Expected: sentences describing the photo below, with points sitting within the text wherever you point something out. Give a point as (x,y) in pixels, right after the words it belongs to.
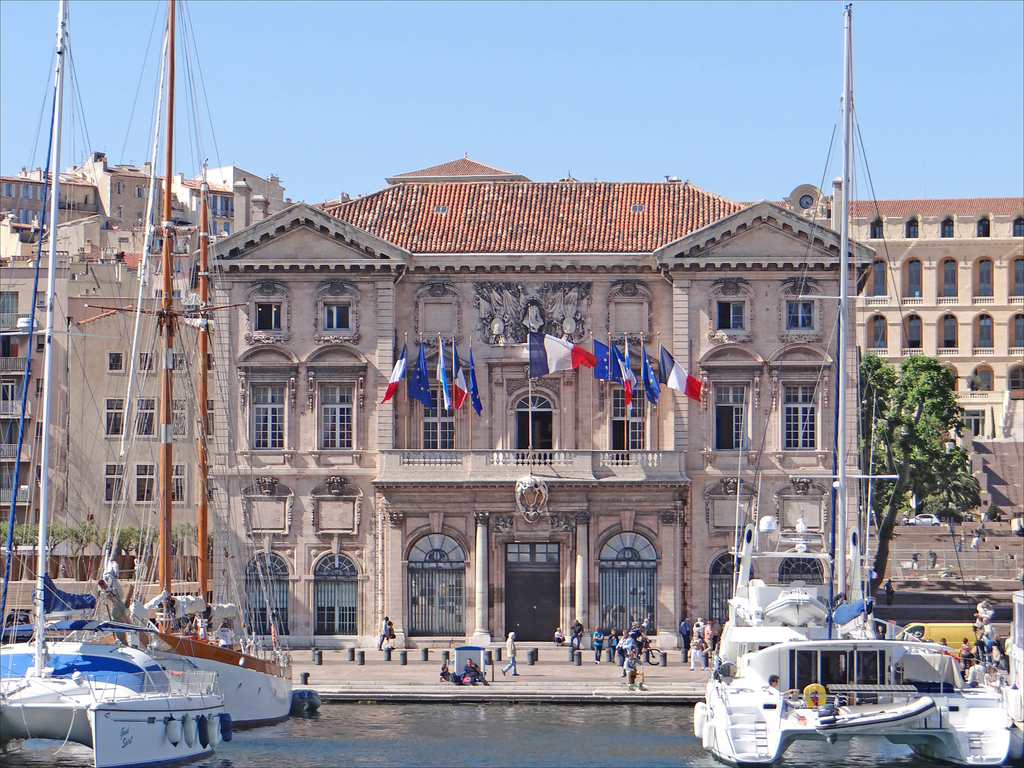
In this image there are buildings (499,354) and at the balcony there are few flags (627,380). At front (272,706) there are three ships (254,697) in the water (593,743). At the right side (939,513) there is a tree (937,414) and in front of the building (495,536) few people (574,636) were walking.
